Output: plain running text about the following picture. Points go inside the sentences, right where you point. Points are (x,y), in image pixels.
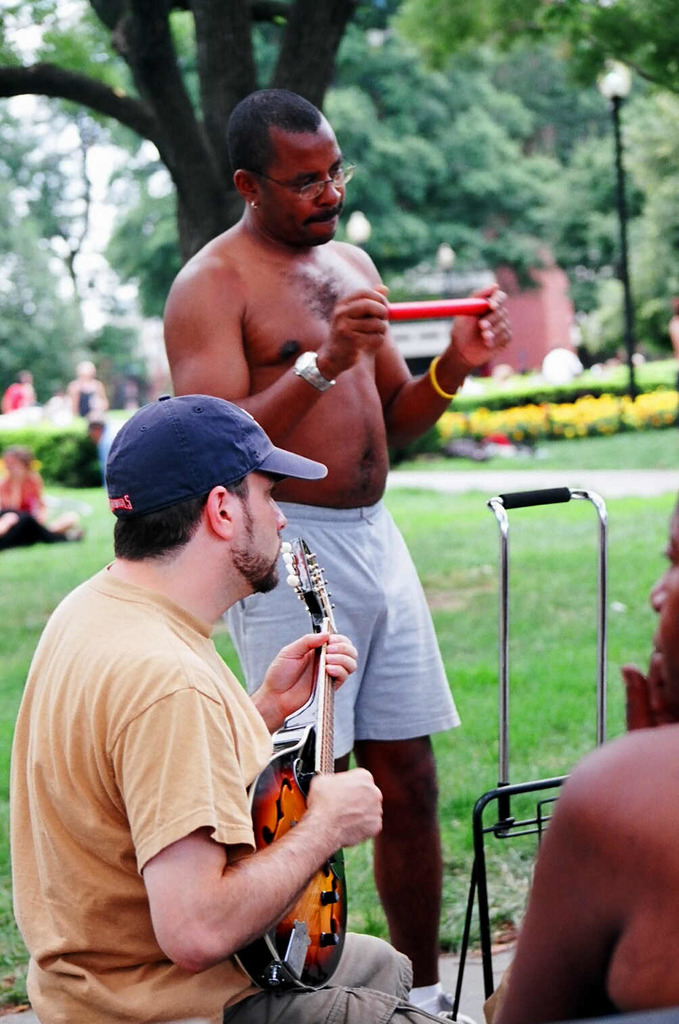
In the center of the image (236,565), we can see a person (192,642) sitting and wearing a cap (179,483) and holding a guitar (259,847). In the background (320,452), we can see some other people (354,369) and one of them is holding an object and we can see a stand (505,782) and there are some other people (16,388) and we can see trees (151,87), a shed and lights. At the bottom (511,712), there is ground (615,569).
